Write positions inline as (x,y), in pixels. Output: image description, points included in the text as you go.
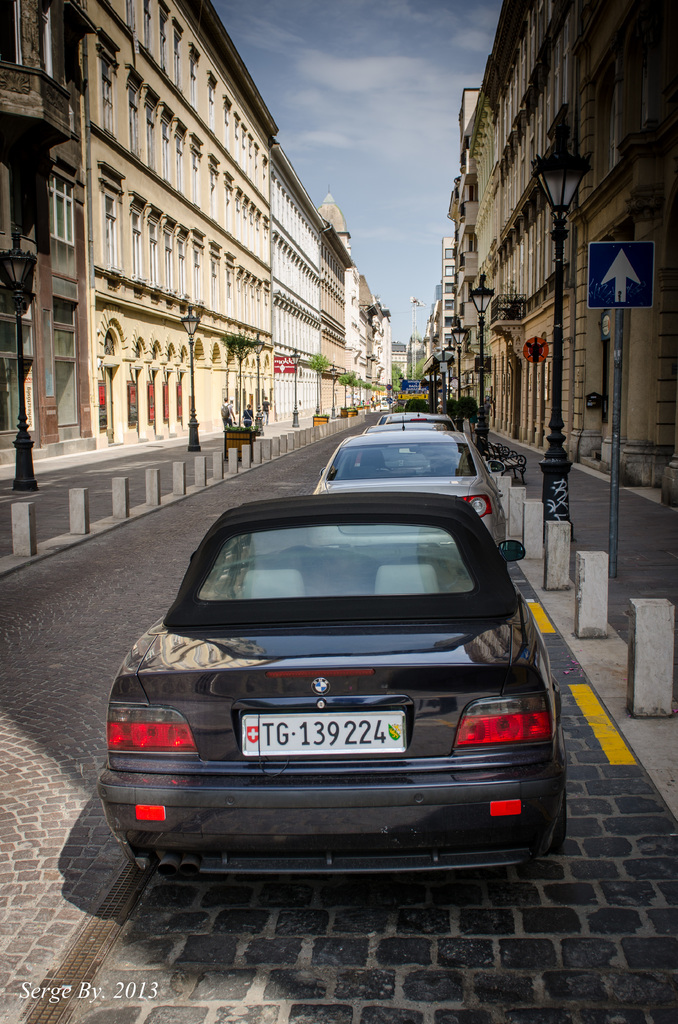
In this image there are cars (338,530) parked on the road (303,933). In the left (183,277) and in the right (544,375) there are many buildings (246,364), light poles (259,358), trees (315,371) and small white pillars (159,478). At the top (391,98) there is a sky (345,117) with some clouds (354,100). In the right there is a directional board (627,278). At the bottom (89,985) there is a logo (95,993) with year (140,989).
